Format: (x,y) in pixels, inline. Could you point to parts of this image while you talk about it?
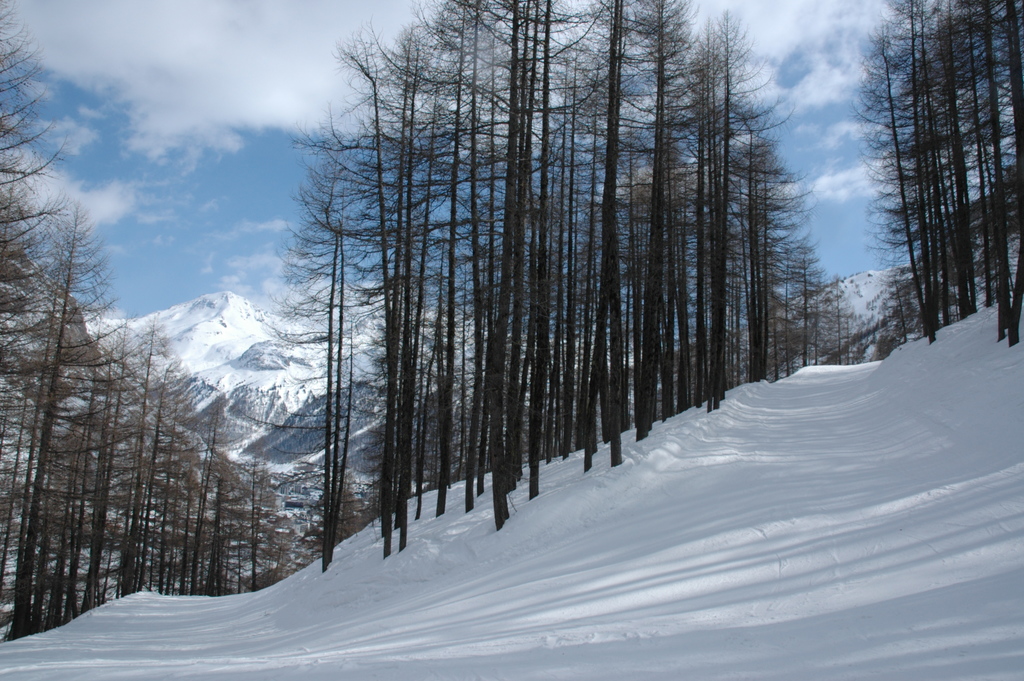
In this image I can see the snow (707,588) and many trees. In the background (177,206) I can see the mountains (304,420), clouds (295,131) and the sky (195,164). I can see the mountains (204,353) are covered with the snow (217,337).
